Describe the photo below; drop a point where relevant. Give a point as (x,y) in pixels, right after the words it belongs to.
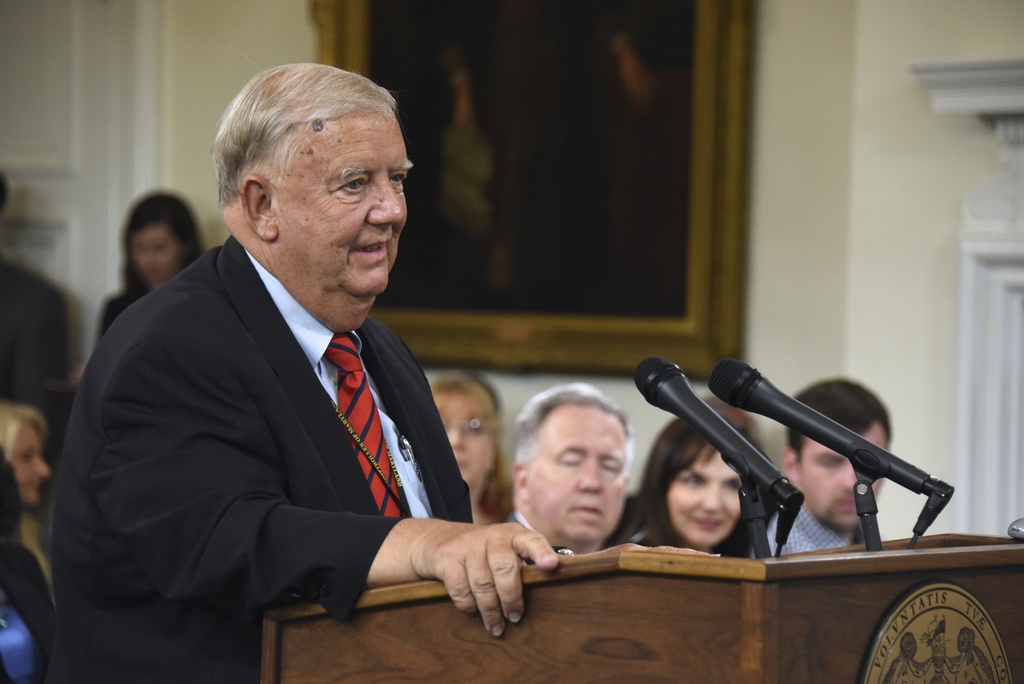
This image is taken indoors. In the background (172,113) there is a wall (865,321) with a picture frame (621,155) on it and there is a door (81,158). A few people (685,490) are standing and a few (667,489) are sitting in the chairs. In the middle of the image (406,364) a man (319,250) is standing and talking. There is a podium (666,666) with two mics (942,503) on it.
